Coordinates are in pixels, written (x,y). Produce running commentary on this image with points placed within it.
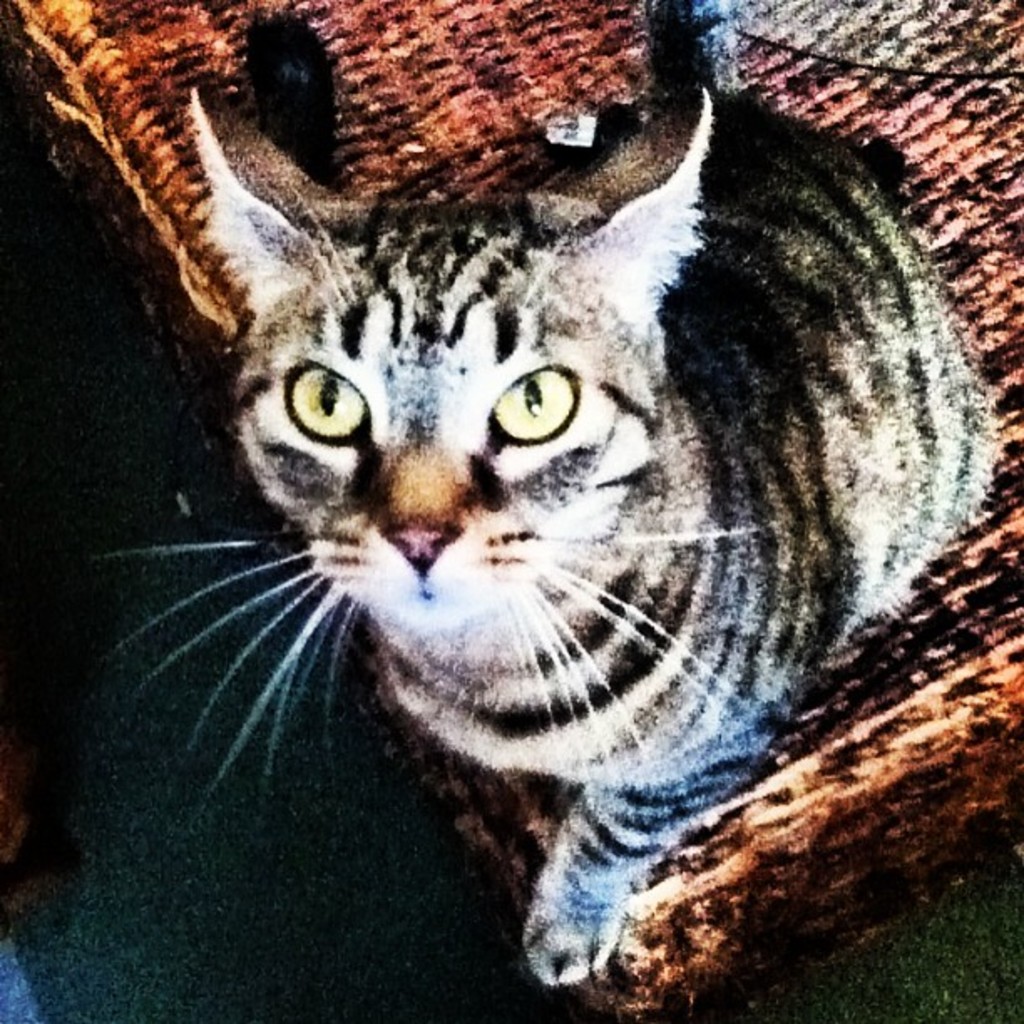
In this image we can see a cat (525,761) on a cat bed (492,107).
